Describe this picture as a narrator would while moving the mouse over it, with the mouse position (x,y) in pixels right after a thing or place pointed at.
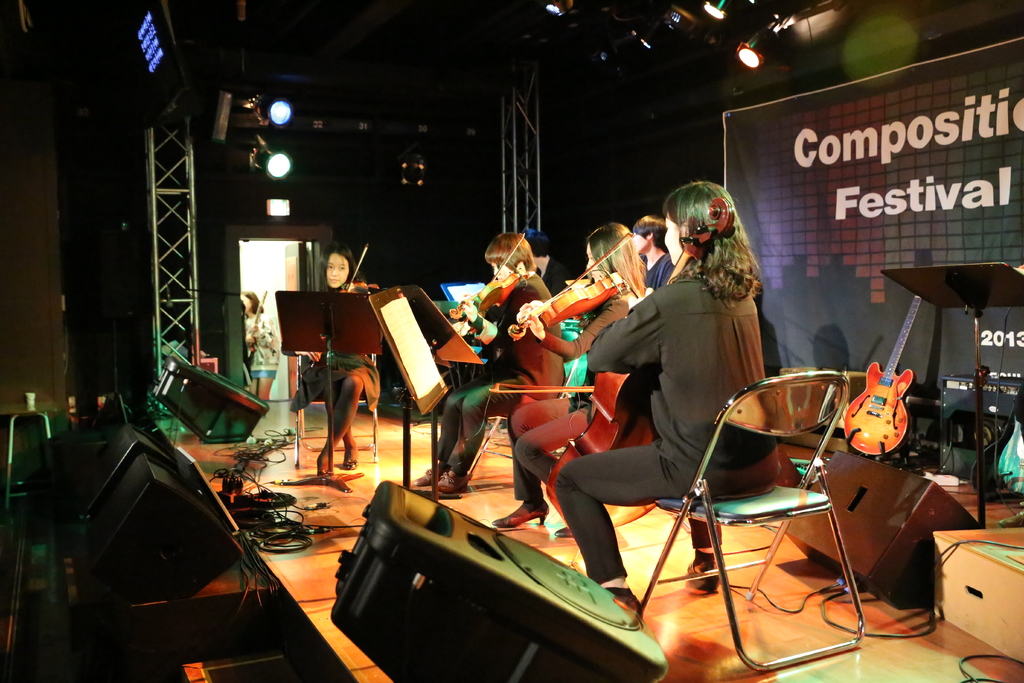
There are four people (672,320) sitting on the chairs (697,494) and playing instruments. these are the speakers (186,397) and cables (251,517) on the floor (310,552). This is a guitar (877,389). this looks like a banner (793,193) hanging. These are the show lights (745,54) at the top (266,108). At the background (248,317) i can see another person (266,349) standing. I can see few other objects (985,399) placed on the floor (912,625).
